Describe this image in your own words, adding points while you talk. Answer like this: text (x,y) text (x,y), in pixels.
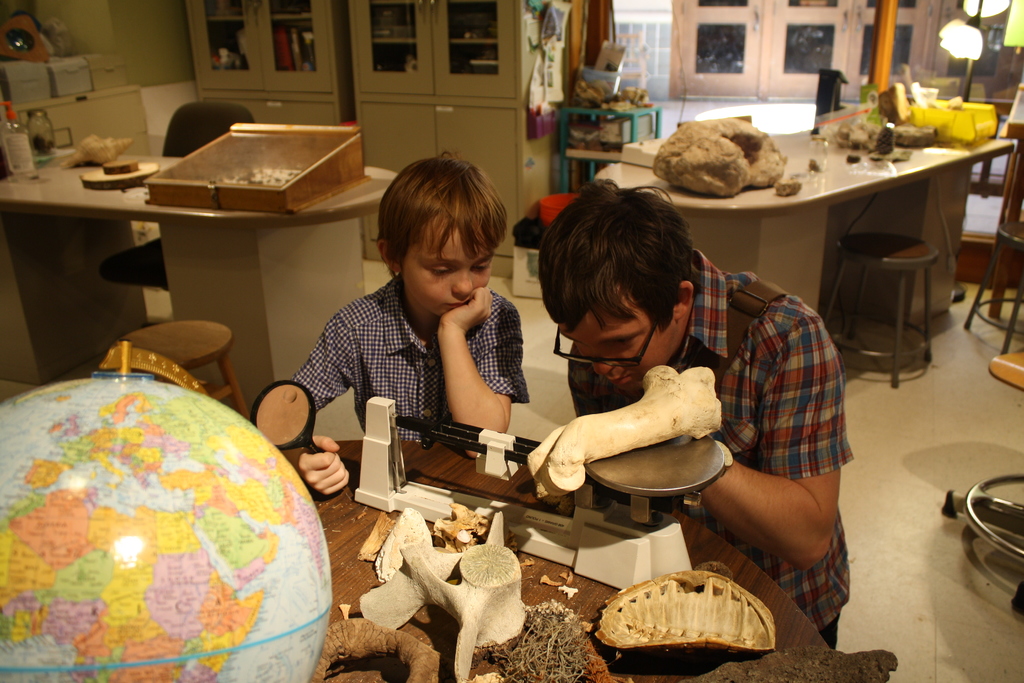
In this there are two boys (505,309). Boy (805,400) at the right side of image (784,410) is wearing spectacles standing before a table (708,539) having bones (629,593) on it. Boy (469,384) at the left side (302,386) is holding a magnifying glass (289,440). Left side (236,501) there is a globe (222,674). Left side (244,312) there is a table (291,359) having a bottle (12,168) on it, before there is a stool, behind of it there is a chair (181,123). At the top of the image (482,2) there are two wardrobes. At the right side (780,240) there is a table (905,205), stool (857,236) and chair (1005,482). At the right top corner (966,33) there is a lamp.
